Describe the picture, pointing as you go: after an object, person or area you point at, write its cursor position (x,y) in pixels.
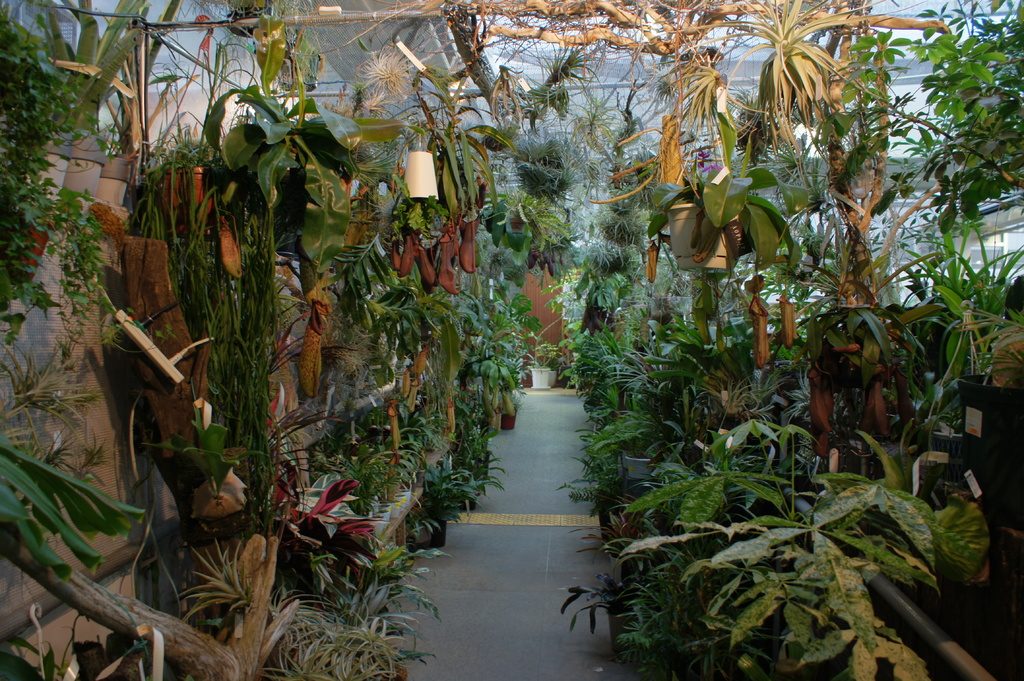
In this image we can see the flower pots (541,380) and also the plants (624,187). We can also see the path (572,544) and a door (545,326) in the background (548,295).
